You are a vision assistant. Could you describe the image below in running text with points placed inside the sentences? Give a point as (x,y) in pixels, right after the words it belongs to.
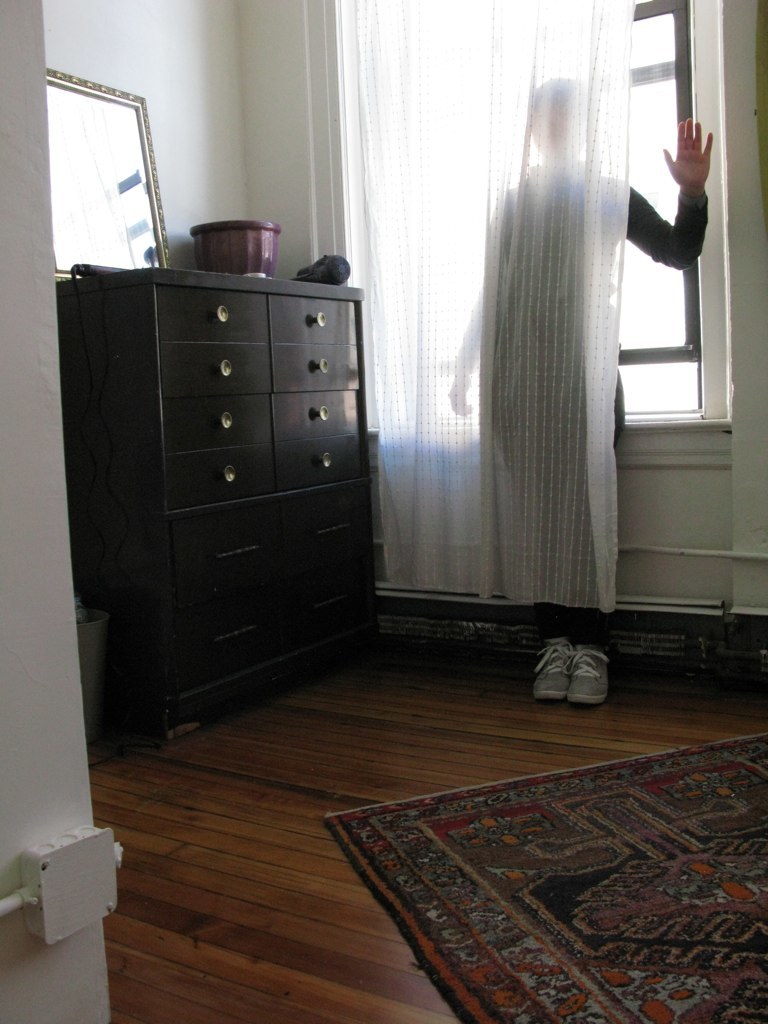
This picture is clicked inside the room (478,890). On the right corner (616,849) we can see the floor mat (608,805). In the center (505,484) we can see a person (565,152) standing behind a white color curtain (458,344). On the left (233,241) we can see there are some objects (255,262) placed on the wooden cabinet (242,578) and we can see a mirror (79,176), window (654,289) and some other objects (97,684).
